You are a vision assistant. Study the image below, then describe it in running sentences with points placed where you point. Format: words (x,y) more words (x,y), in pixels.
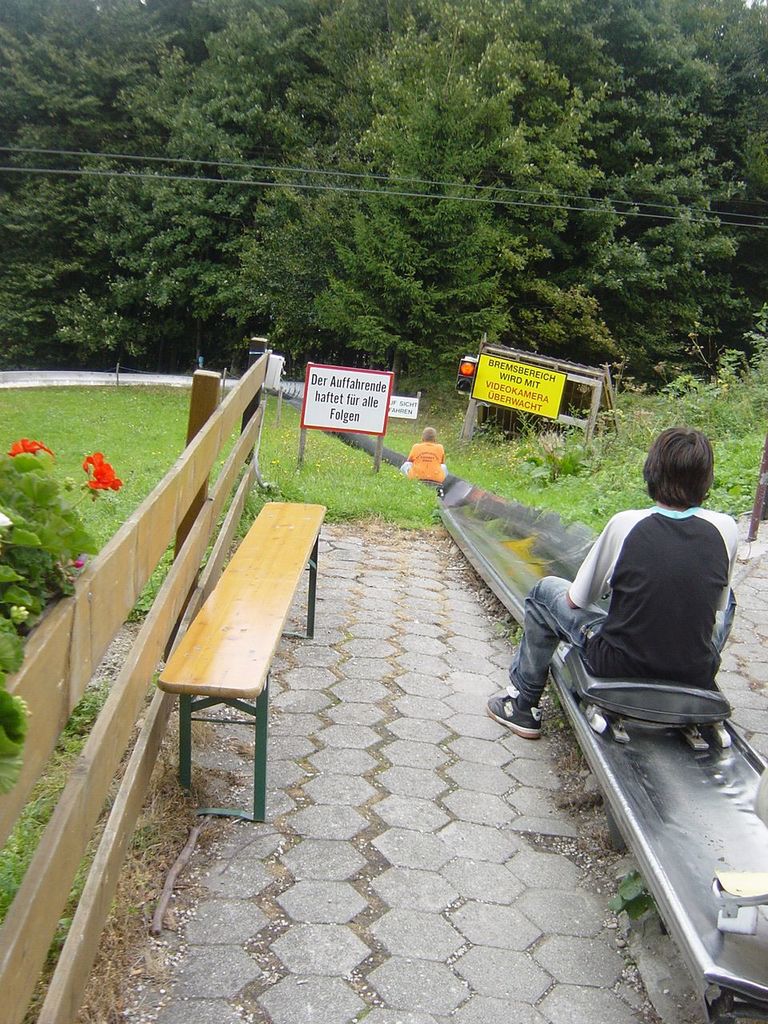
In this picture a person (616,625) is sitting on the sled (614,733). In the backdrop (619,487) there is a bench (265,714), plants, grass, boards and trees (57,340).
